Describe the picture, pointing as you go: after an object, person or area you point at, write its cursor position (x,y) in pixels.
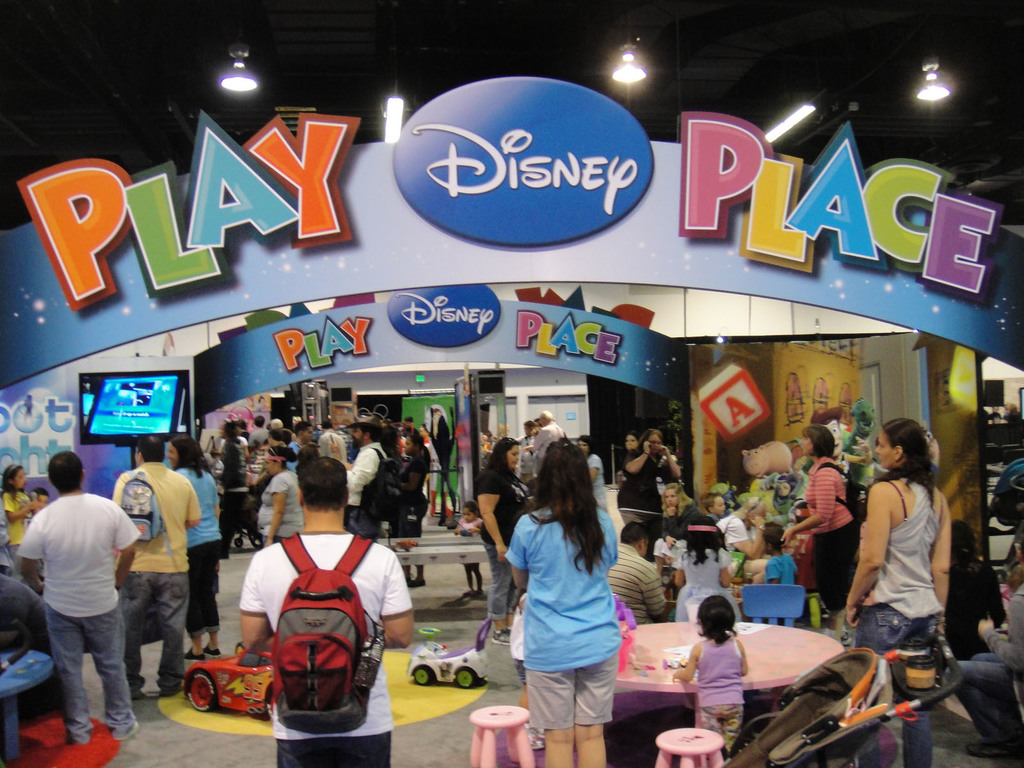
In the image there are many men (71,589) and women (551,446) standing and walking, it seems to be in a kids exhibition, on the right side (765,633) there are many people (717,675) sitting around table (753,646), in the back (784,480) there are many toys (772,484) and there are light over the ceiling (537,68).
